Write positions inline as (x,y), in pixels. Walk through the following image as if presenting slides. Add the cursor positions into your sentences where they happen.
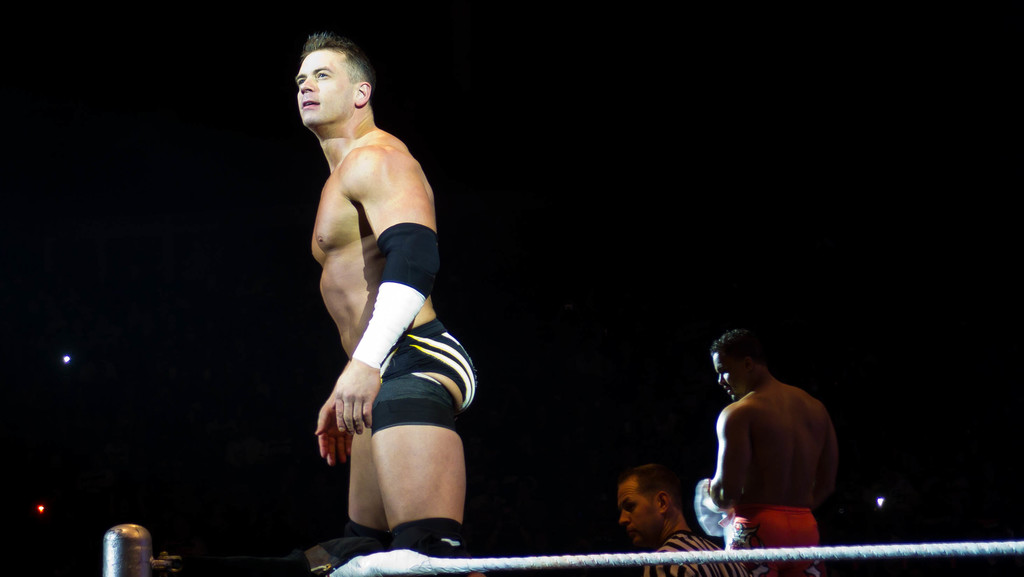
There is a person (389,314) standing wearing knee pad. There is a rope (812,552) on the down side. There are some other people (723,428) standing. In the background (636,303) it is dark.
